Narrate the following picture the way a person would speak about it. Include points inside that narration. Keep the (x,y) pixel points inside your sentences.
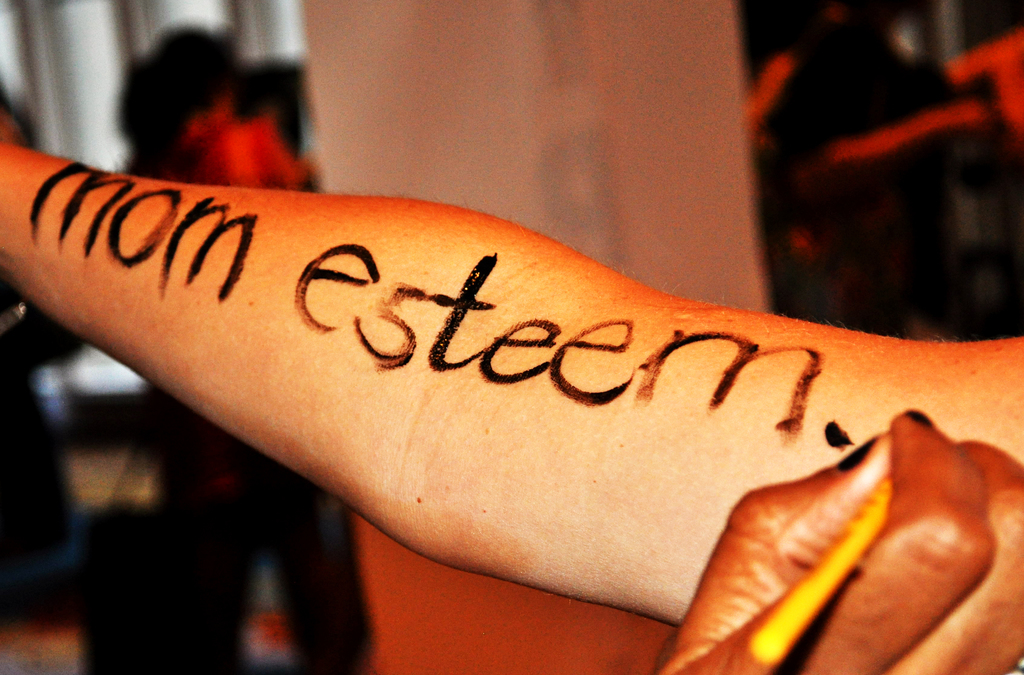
In this image I can see fingers (896,467) and an arm (541,248) of a person (709,316). I can also see something is written on the arm (489,322) and on the bottom right side (964,493) I can see one person (899,492) is holding a yellow colour thing (763,649). I can also see this image is little bit blurry in the background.
